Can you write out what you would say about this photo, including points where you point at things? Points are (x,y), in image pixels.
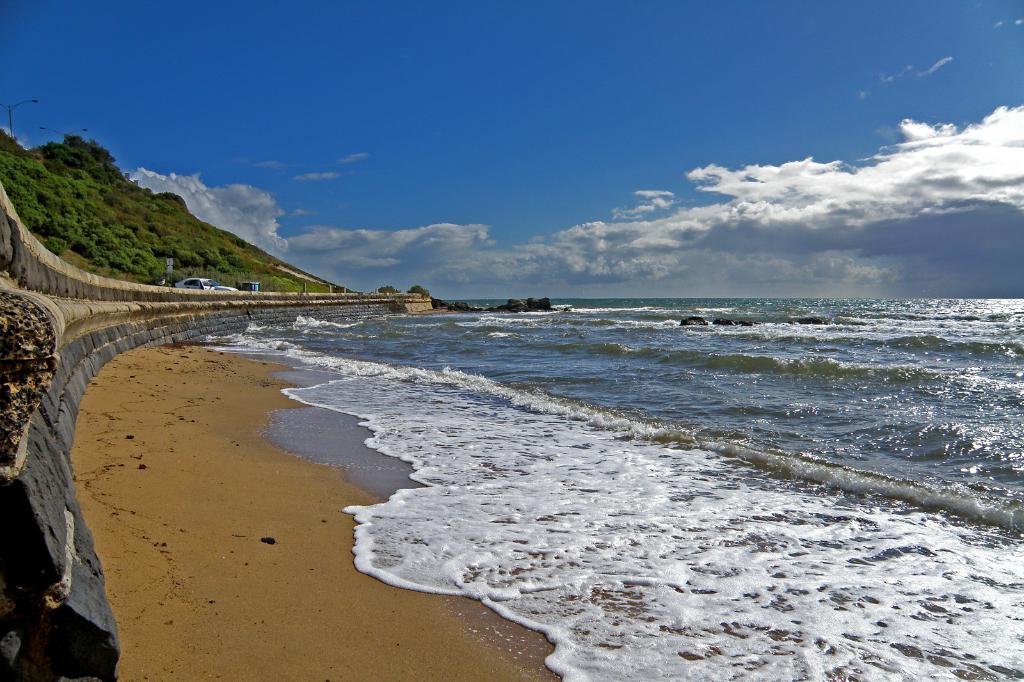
In this image we can see ocean (725,400), mountain (180,261), sand (182,530), sky (627,124) and clouds (805,246).
